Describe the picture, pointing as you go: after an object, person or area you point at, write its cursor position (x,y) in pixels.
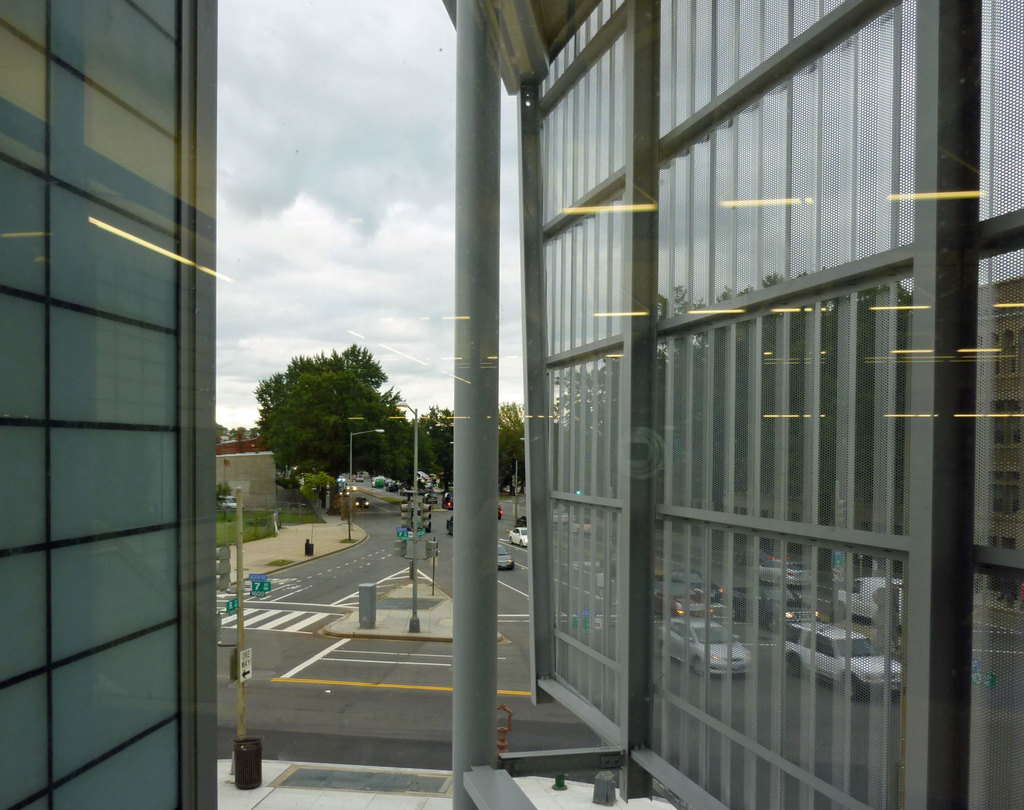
In the center of the image (384,537) there is road (338,728). There are street lights (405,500). There are cars (375,479) on the road (357,702). There are trees (367,392). To the both sides of the image there are buildings (534,403). At the top of the image (330,188) there is sky (310,231).
